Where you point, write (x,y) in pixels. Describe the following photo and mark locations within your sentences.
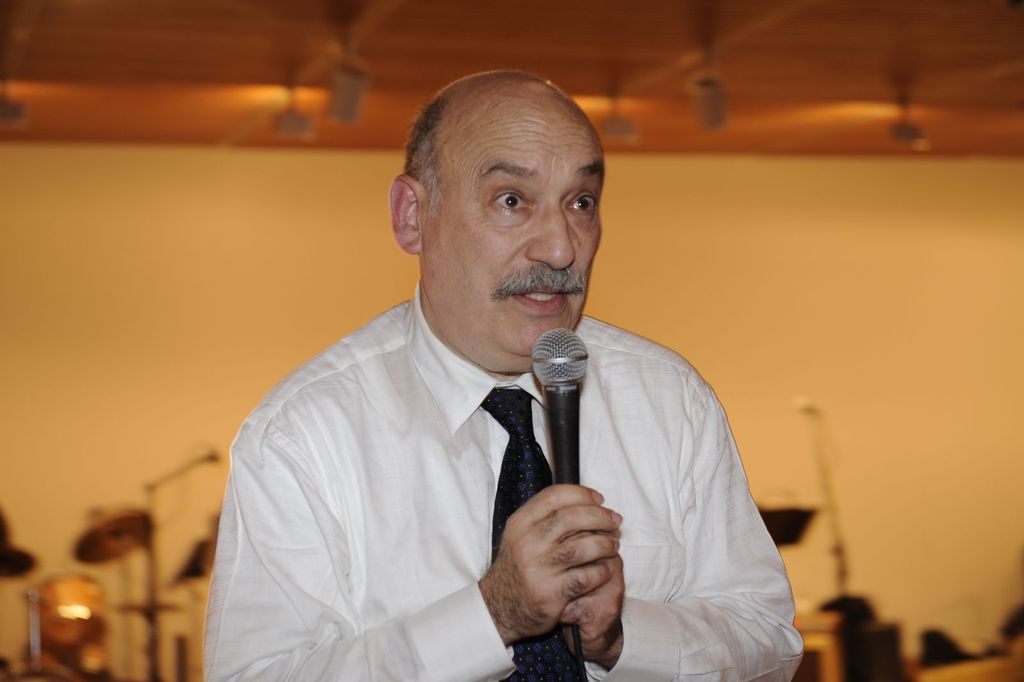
A man (264,425) is speaking in the microphone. He wear a shirt (305,559), tie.
